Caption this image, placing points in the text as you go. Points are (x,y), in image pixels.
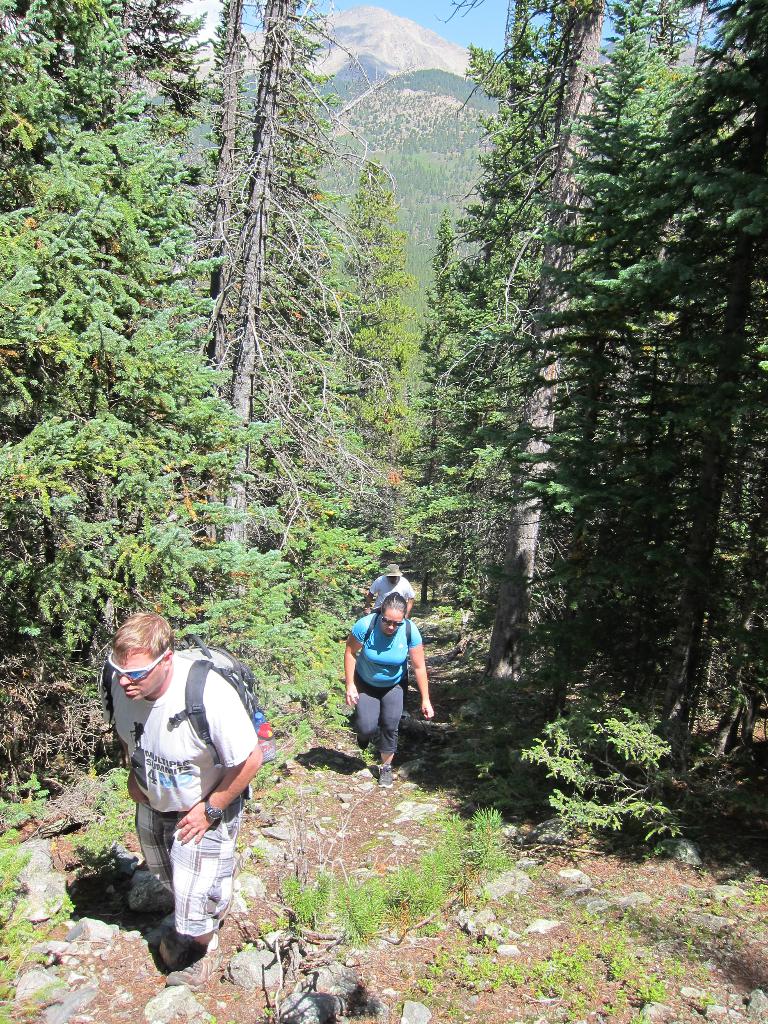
In this image there are people (123,741) walking. In the background of the image (333,388) there are trees (68,299), mountains (390,110) and sky (494,18). At the bottom of the image (36,859) there are rocks (568,880).
